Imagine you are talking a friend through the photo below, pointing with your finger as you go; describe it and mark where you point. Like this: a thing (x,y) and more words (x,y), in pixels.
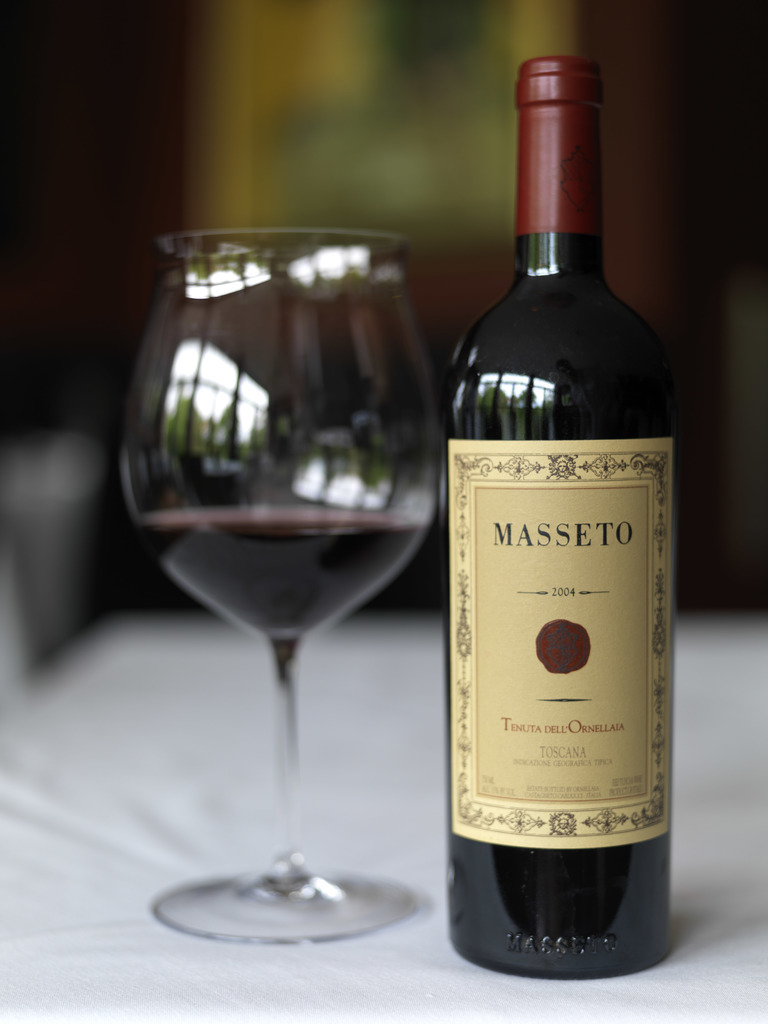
In this image we can see a glass (241,575) and a bottle (630,680) with label (569,756) and some text (598,761) is placed on the surface (60,907).
